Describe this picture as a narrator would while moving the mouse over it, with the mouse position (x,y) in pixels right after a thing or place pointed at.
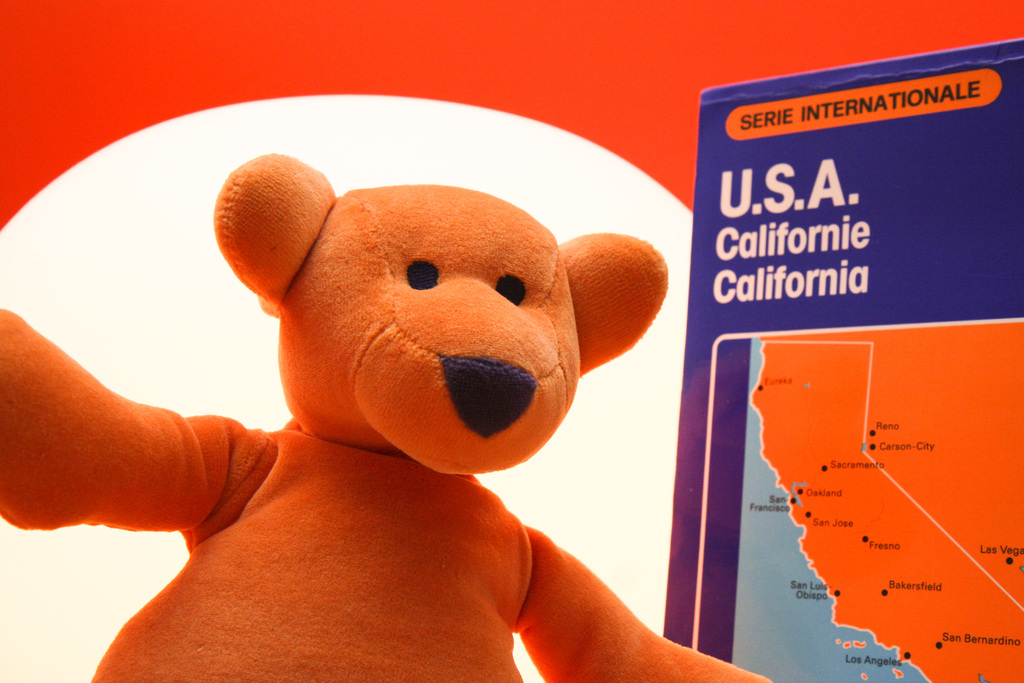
In this image we can see a doll (464,534), beside the doll (450,527) there is a board (799,359) with text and white and red color in the background (279,119).
